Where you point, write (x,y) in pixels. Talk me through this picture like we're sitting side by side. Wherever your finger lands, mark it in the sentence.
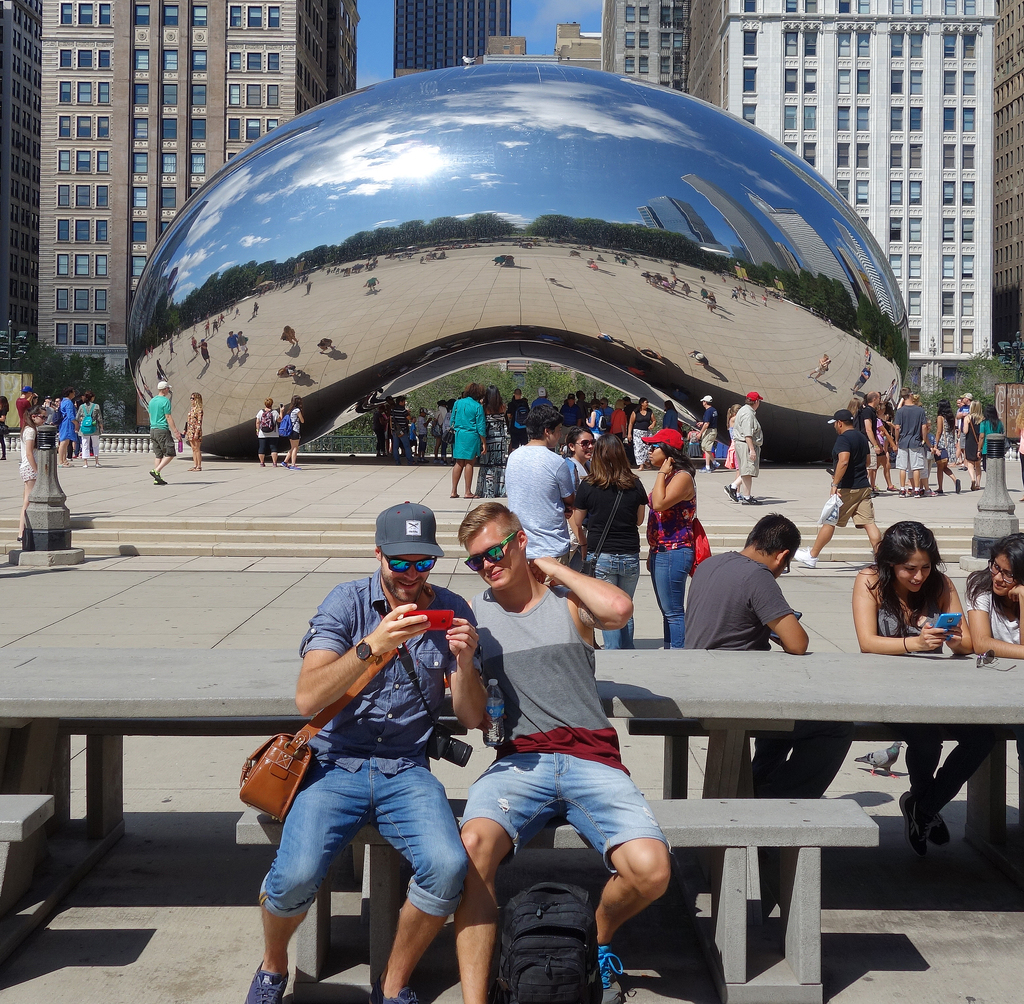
In this picture we can see an object (300,179), buildings (1023,124) with windows (971,45), trees (74,368), poles (64,536), tables (916,668) and a group of people (497,510), some are sitting on benches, some are standing and some are walking on the ground (301,566), goggles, caps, bags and in the background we can see the sky (373,15).
